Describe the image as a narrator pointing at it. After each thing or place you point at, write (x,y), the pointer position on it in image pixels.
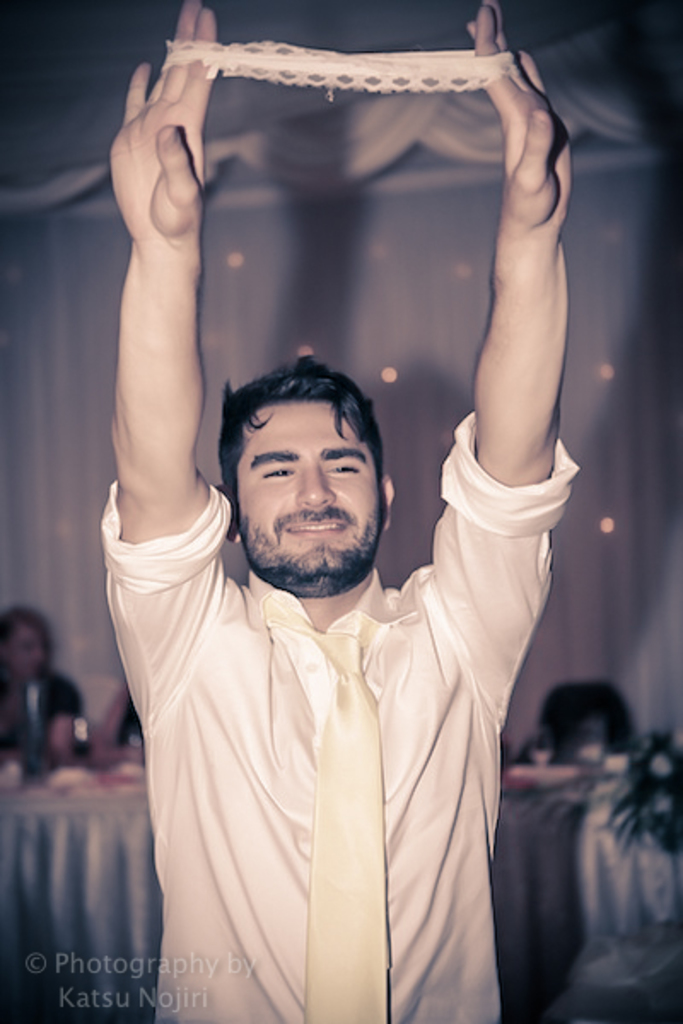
In this image we can see a man (324,804). He is wearing a shirt (268,865), tie (340,782) and holding white color cloth like thing (322,62) in his hand (190,72). In the background (37,786), we can see people (48,740), chair (580,729), flower pot (619,820) and table (61,861). There is a watermark (68,1002) in the left bottom of the image (105,997).
